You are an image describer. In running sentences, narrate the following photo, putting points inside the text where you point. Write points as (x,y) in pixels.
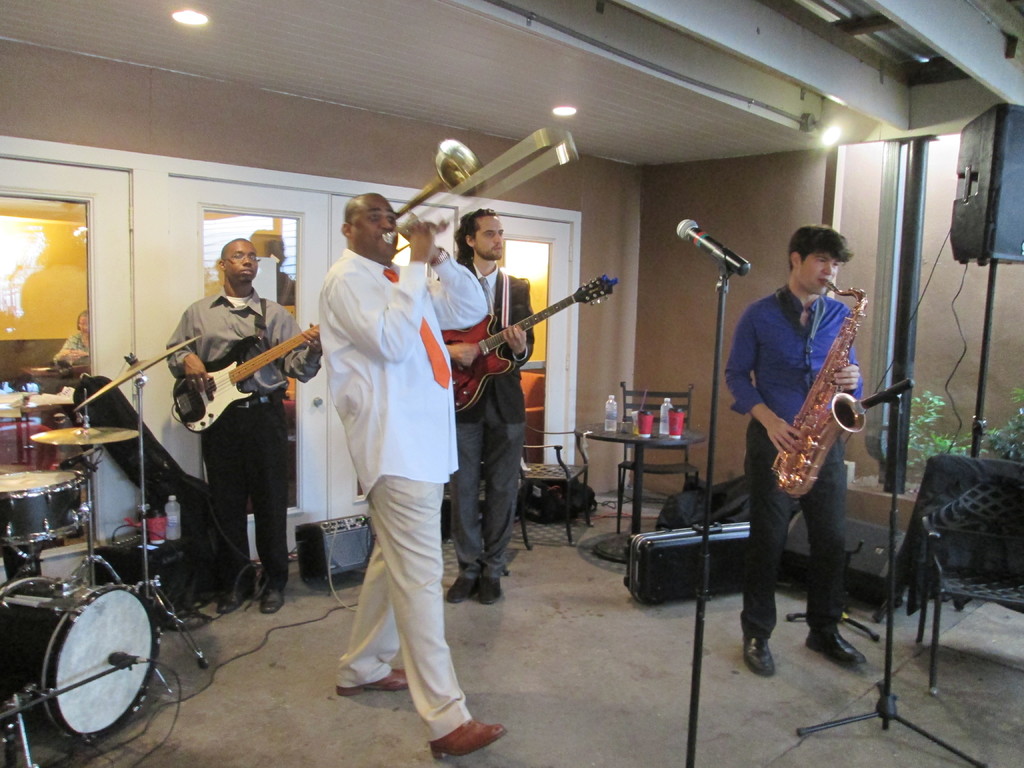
There are four members (409,415) in this picture standing and playing a different types of musical instruments (194,400) in front of a mics (720,248). In the left side (13,680) there is a drums (58,503). In the background (663,429) there is a table (675,440) on which some bottles (663,416) were placed and a wall (652,300) here.
